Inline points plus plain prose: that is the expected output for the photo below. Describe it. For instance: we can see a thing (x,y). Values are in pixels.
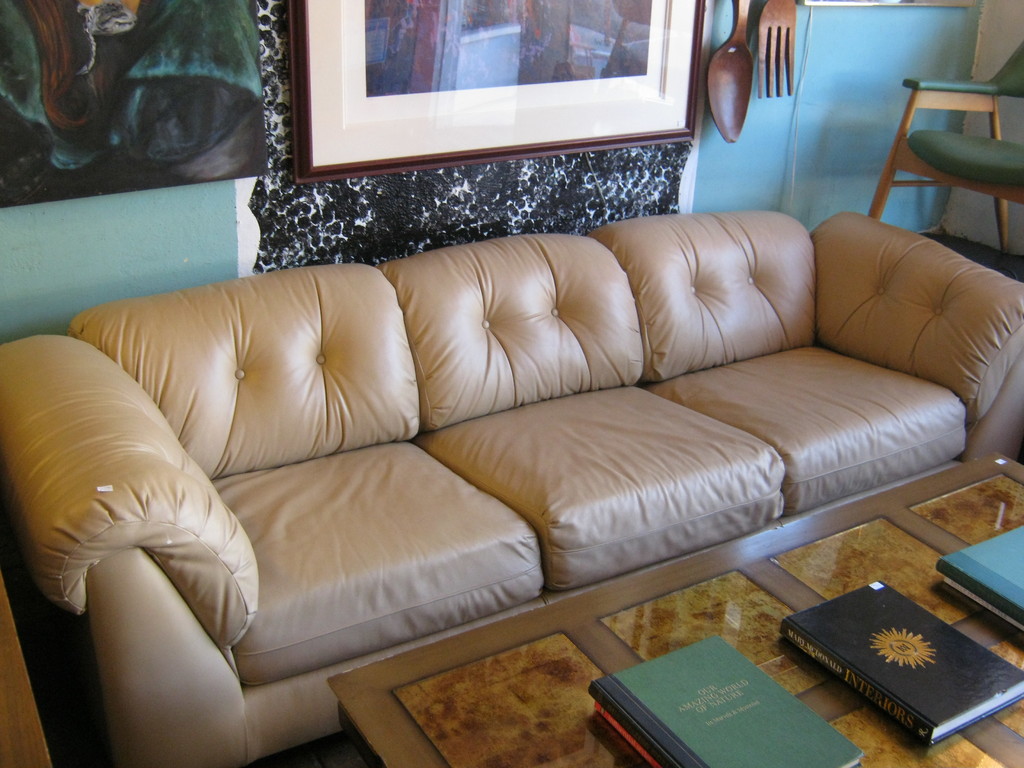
this picture shows a sofa bed (972,434) and we see few books (900,653) on the table (965,511) and a photo frame (603,120) on the wall (337,193).
